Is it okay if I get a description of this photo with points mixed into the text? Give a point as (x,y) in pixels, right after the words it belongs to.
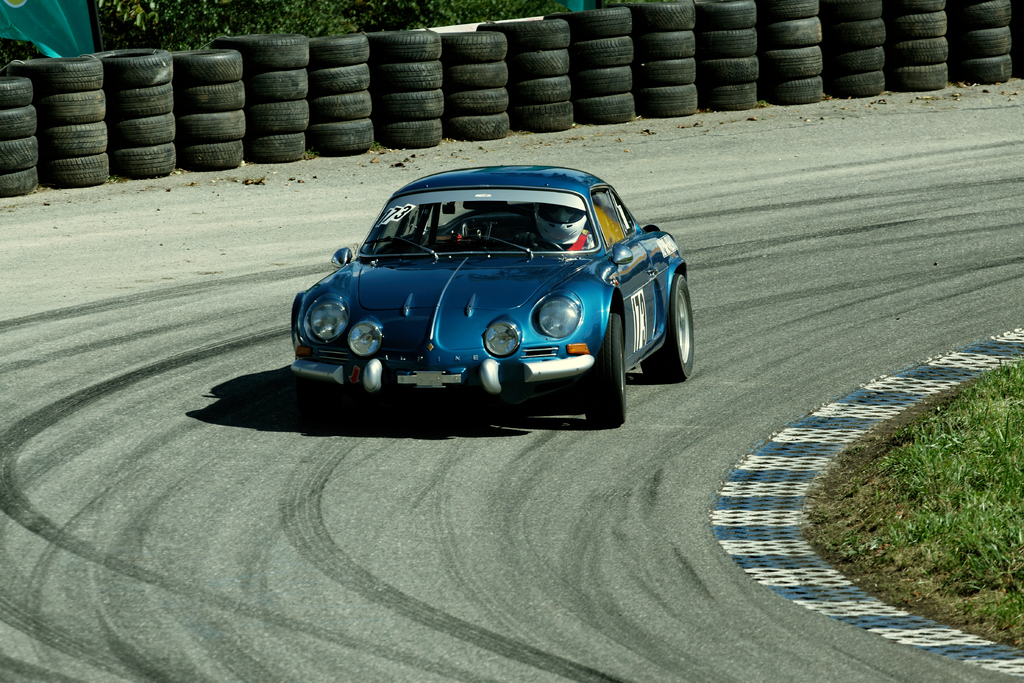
In this image we can see a blue color car (680,285) is moving on the road (798,597). Here we can see the grass (909,474), tires (783,65), green color cloth (61,37) and trees (328,28) in the background (274,25).
